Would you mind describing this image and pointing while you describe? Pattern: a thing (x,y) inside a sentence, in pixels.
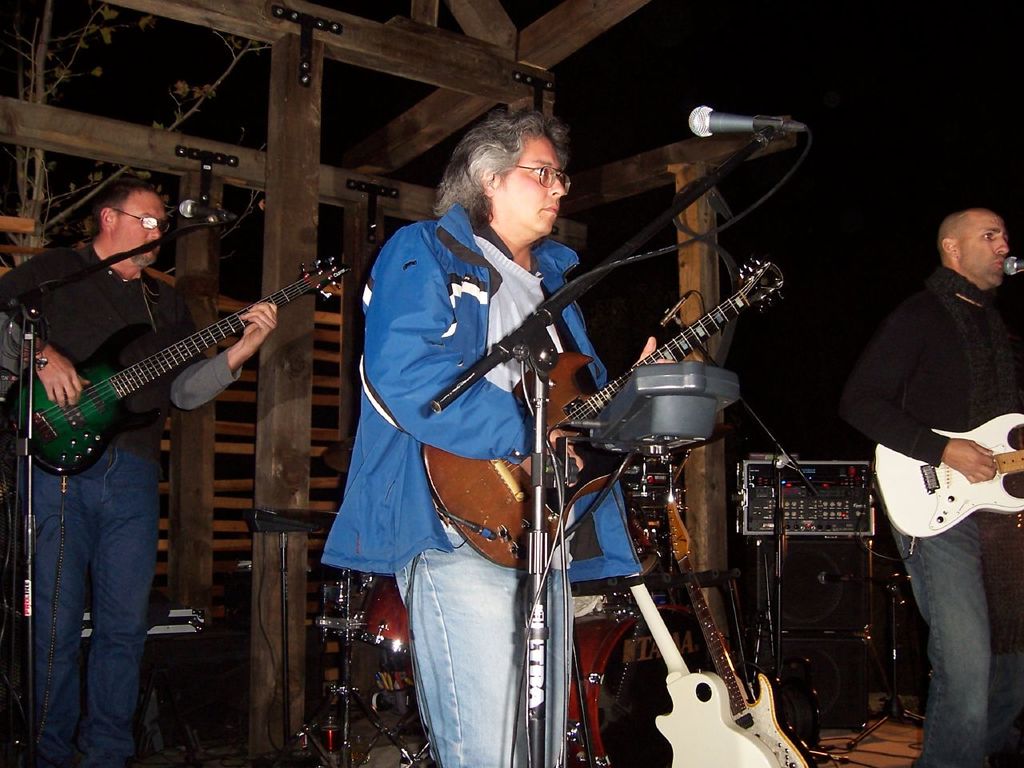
In this picture there are three men (141,431) playing musical instruments (884,459). Towards the left (108,335) there is a man (129,497) wearing a black t shirt (104,320) and blue jeans (124,465) and playing a guitar (126,424), before him there is a mike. A man (406,290) in the center (402,318), he is wearing a blue jacket (449,323), blue jeans (474,581) and playing a guitar (509,495), before him there is a mike (532,755). Towards the right (1008,335) there is man (974,628) wearing a black t shirt (890,411) and blue jeans (966,554) and black scarf (990,346) and he is playing a guitar (899,475). In the background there are musical instruments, devices (811,547) and wooden pillars (365,163).
